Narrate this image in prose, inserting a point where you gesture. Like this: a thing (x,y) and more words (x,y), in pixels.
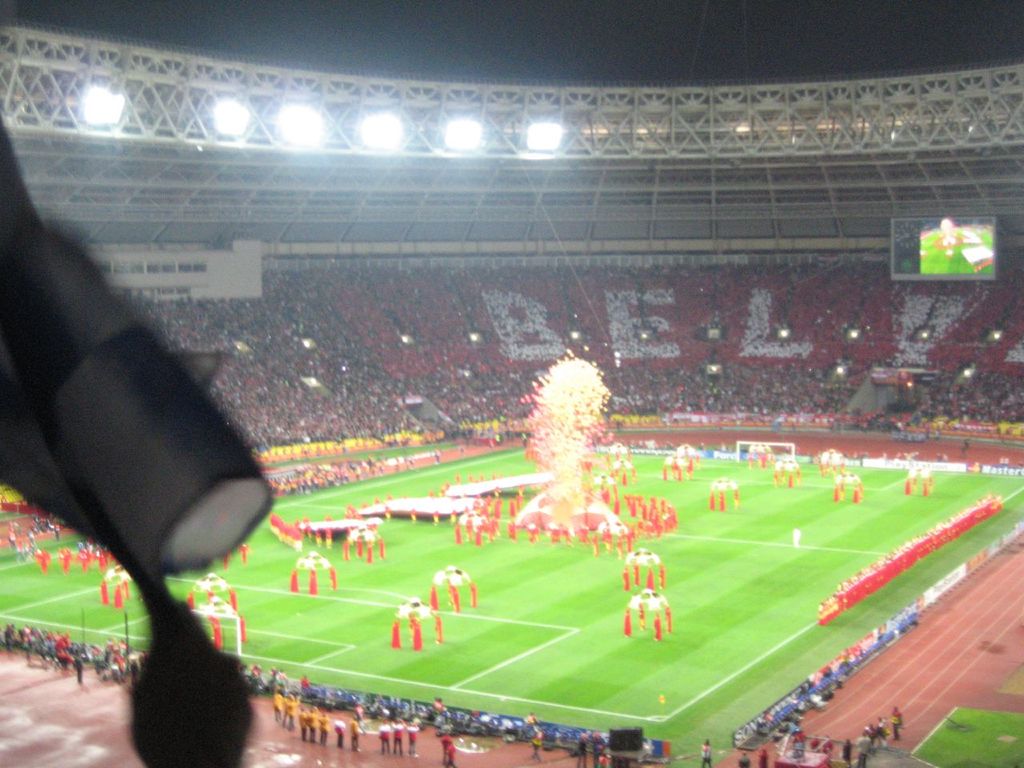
In this image we can see a stadium (366,282). In the stadium (254,239) there are flood lights (110,105), iron grills (802,151), spectators (691,304), persons (666,506) standing on the ground (564,605), advertisement boards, display screens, cc camera (122,444), flags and decors (540,434).
